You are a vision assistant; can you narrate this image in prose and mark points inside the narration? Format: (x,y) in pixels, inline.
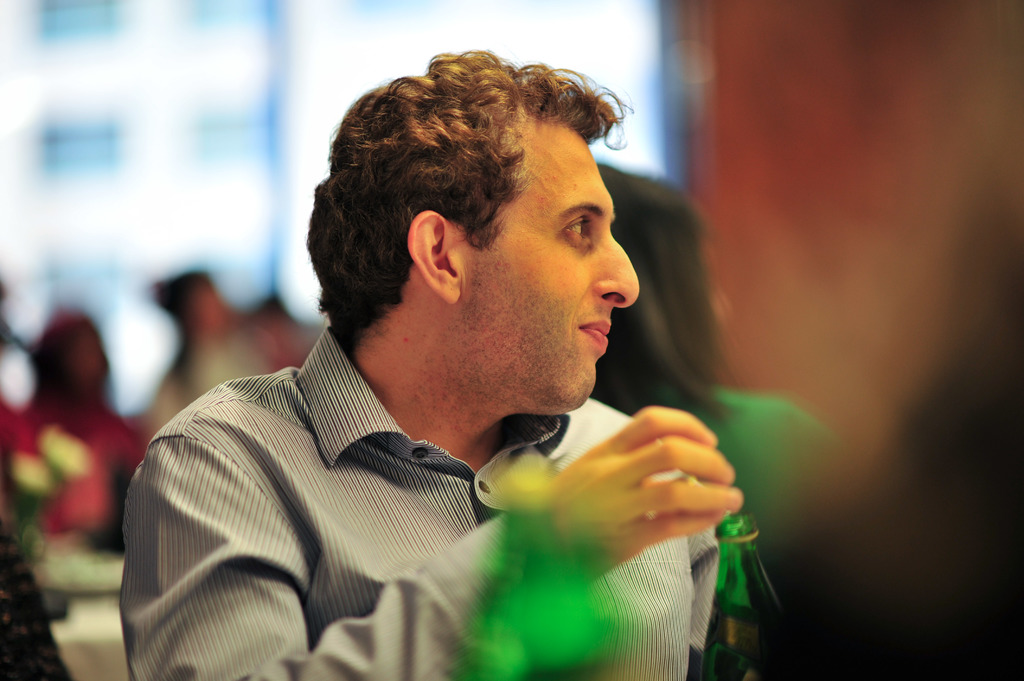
In this image we can see a man (599,485) smiling, is sitting on the chair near the table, is raising one of his hands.
